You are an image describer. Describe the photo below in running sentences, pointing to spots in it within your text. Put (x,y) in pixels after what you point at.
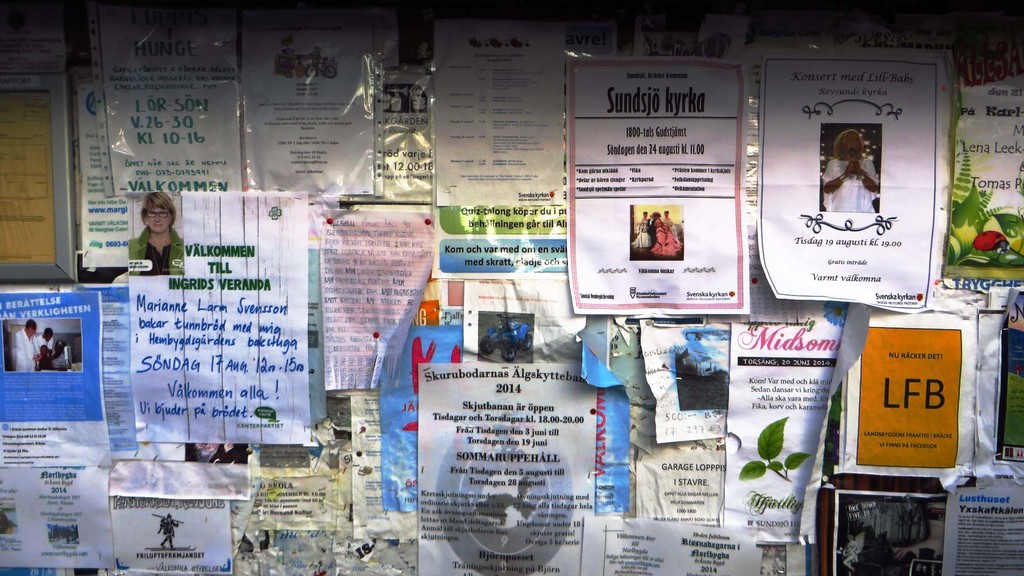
In this image we can see papers (393,278) and a board (69,219) placed on the wall (71,113).
